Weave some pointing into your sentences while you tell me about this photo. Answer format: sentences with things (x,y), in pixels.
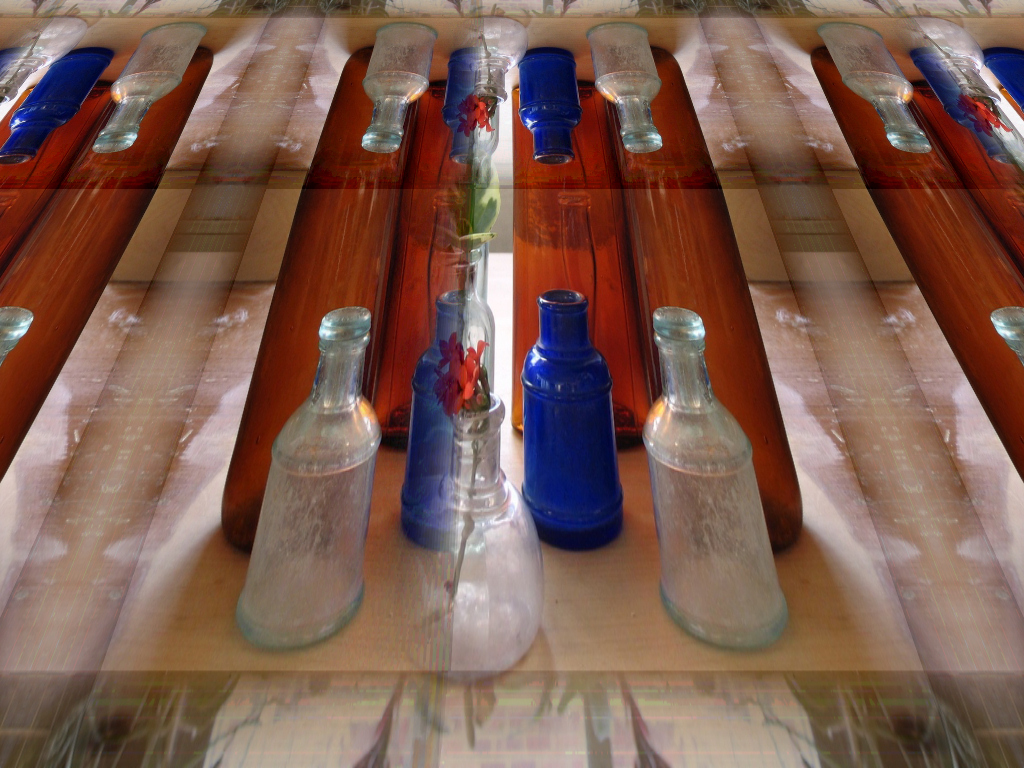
In this image i can see few bottles (674,284) and a flower pot (474,455) on a table (835,485).
